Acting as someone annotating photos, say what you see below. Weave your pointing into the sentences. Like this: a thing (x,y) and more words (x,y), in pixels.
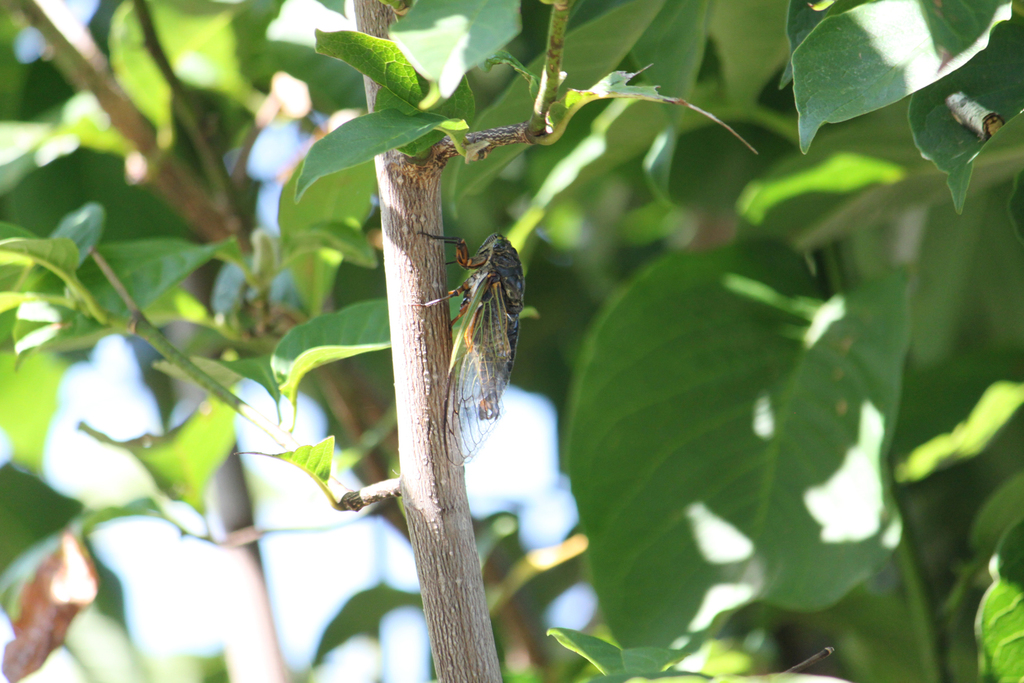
This picture shows a cicada (477,408) on the branch (431,559) of a tree (363,493). we see leaves (830,441).
